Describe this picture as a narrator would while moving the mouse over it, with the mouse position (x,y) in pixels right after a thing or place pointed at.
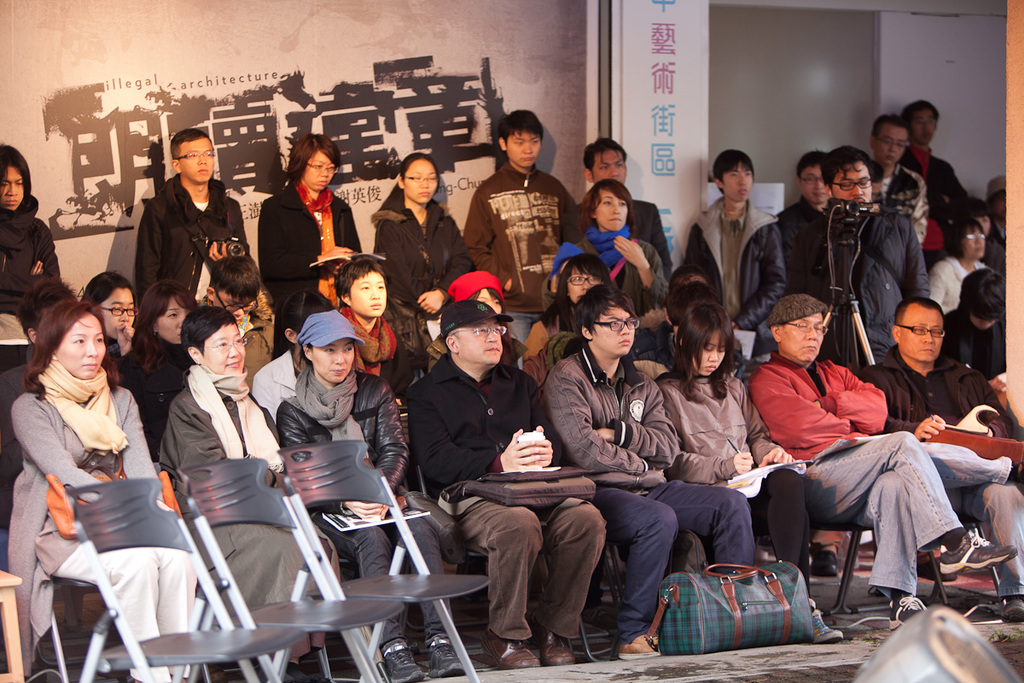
There is a group of people (87,393) who are sitting on a chair (135,514). There is a man (855,161) on the right side (844,163) and he is clicking images with a camera (851,204).
